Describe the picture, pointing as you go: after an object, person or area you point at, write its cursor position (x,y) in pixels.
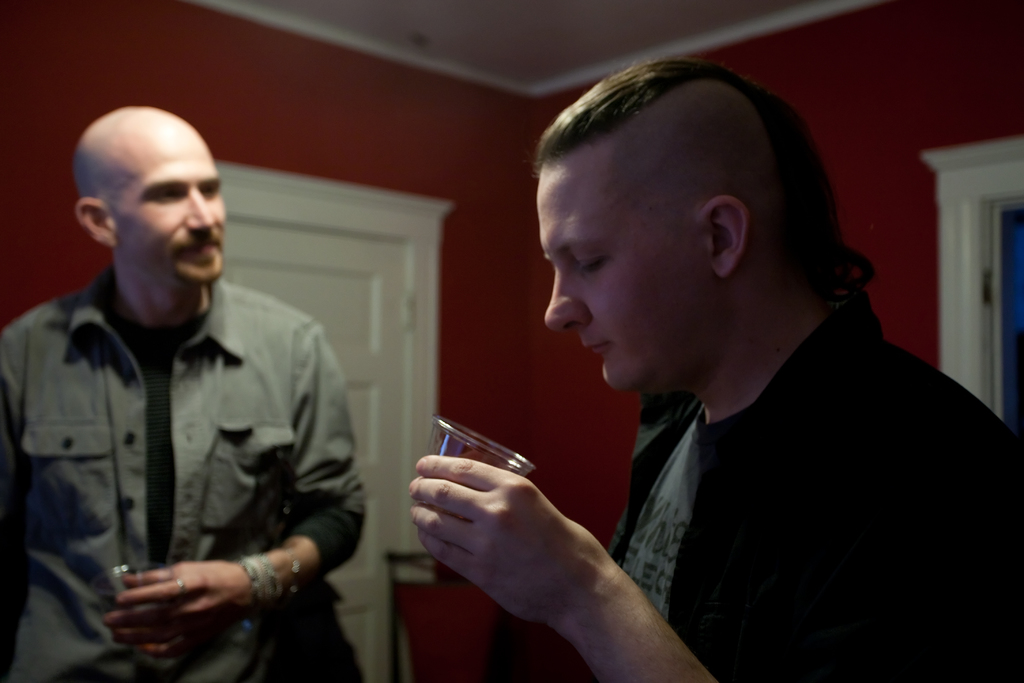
As we can see in the image there are two persons (277,506) standing in the front (737,389). The man (215,448) on the left side (222,473) is wearing grey color jacket (204,500). The man (847,499) on the right side (842,486) is wearing black color jacket (835,490) and holding glass (464,452). There is a red color wall (462,353) and door (378,315).
